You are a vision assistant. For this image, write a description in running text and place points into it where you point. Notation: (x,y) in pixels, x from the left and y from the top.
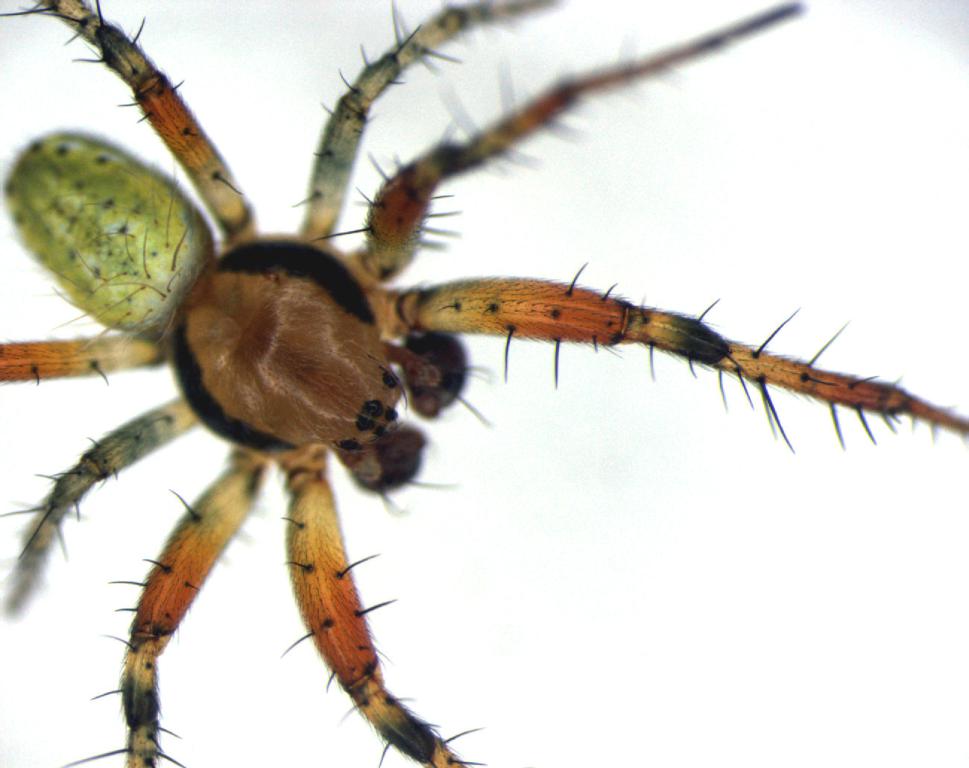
In this image we can see a spider (200,343). In the background (554,396) the image is white in color.
